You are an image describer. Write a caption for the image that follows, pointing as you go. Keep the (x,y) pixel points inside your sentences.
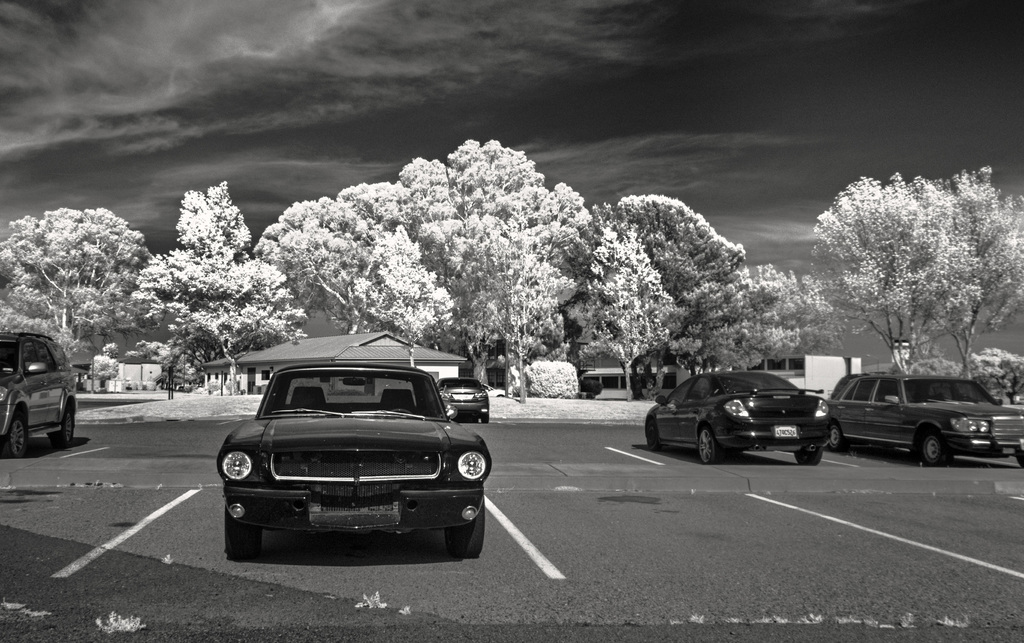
This is black and white picture, in this picture we can see cars (392,397) on the road (530,524), trees (514,225), plants (106,368) and houses (348,351). In the background of the image (691,140) we can see the sky (688,137) with clouds (675,157).
